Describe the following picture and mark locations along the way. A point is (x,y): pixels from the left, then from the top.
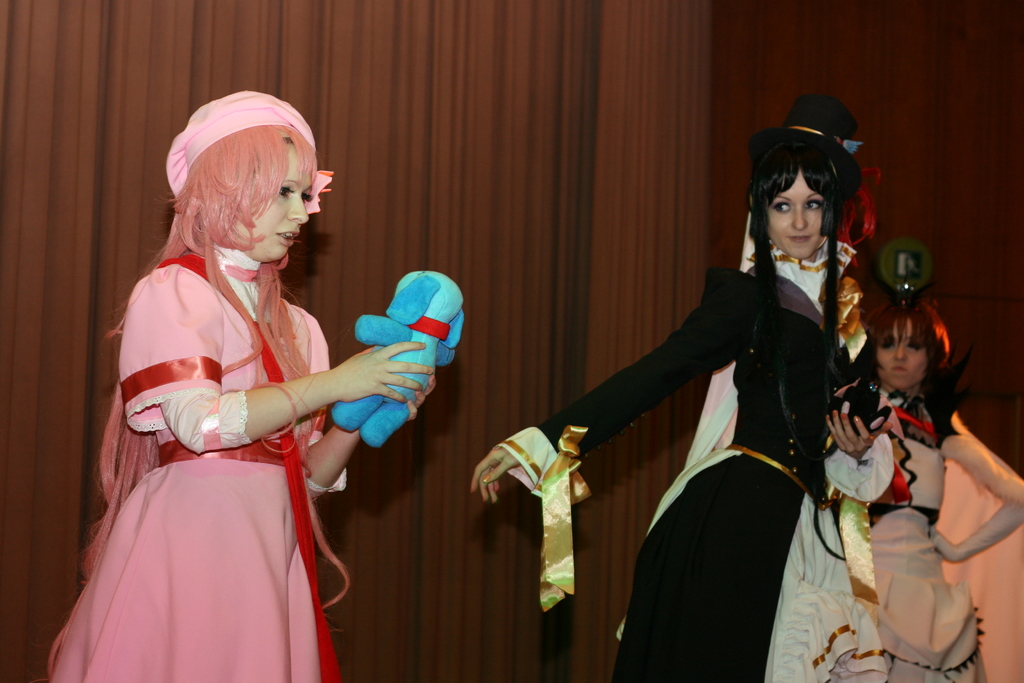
In this picture there are three women (200,190) doing the drama. In the front (235,437) there is a girl (227,572) wearing pink color dress (202,628) and holding the blue teddy toy (389,332) in the hand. On the right side (747,342) there is a woman (793,359) wearing black dress (755,417) is looking on the left side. Behind there is a brown curtain (589,44).
